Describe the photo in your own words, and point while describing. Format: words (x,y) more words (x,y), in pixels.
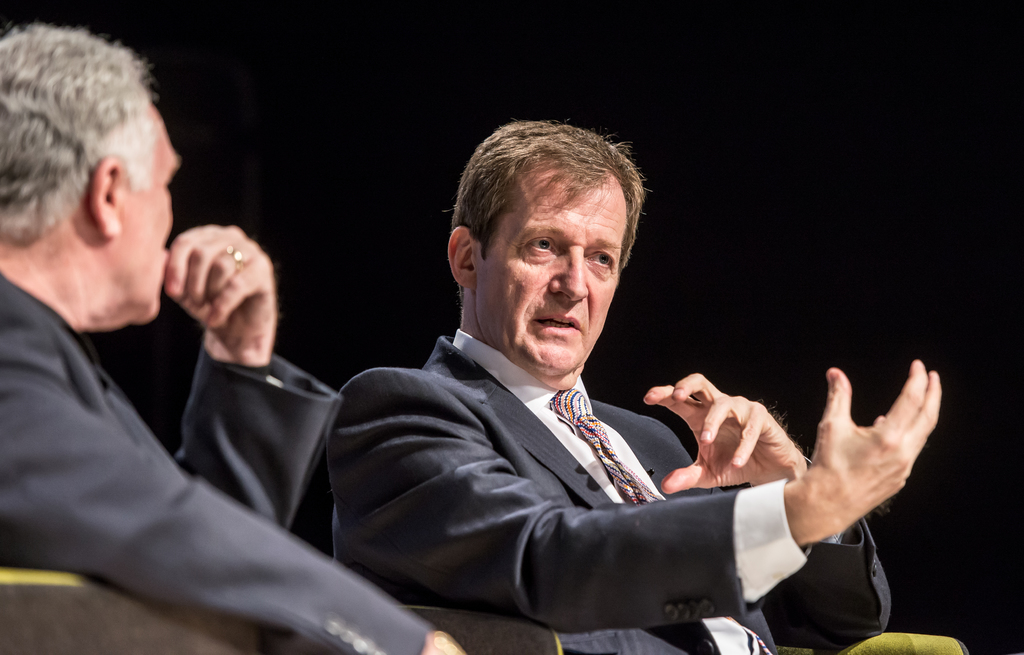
This image is taken indoors. In this image the background (400,99) is dark. On the left side of the image (213,487) a man (157,469) is sitting on the chair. In the middle of the image of a man (632,510) is sitting on the chair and talking.
